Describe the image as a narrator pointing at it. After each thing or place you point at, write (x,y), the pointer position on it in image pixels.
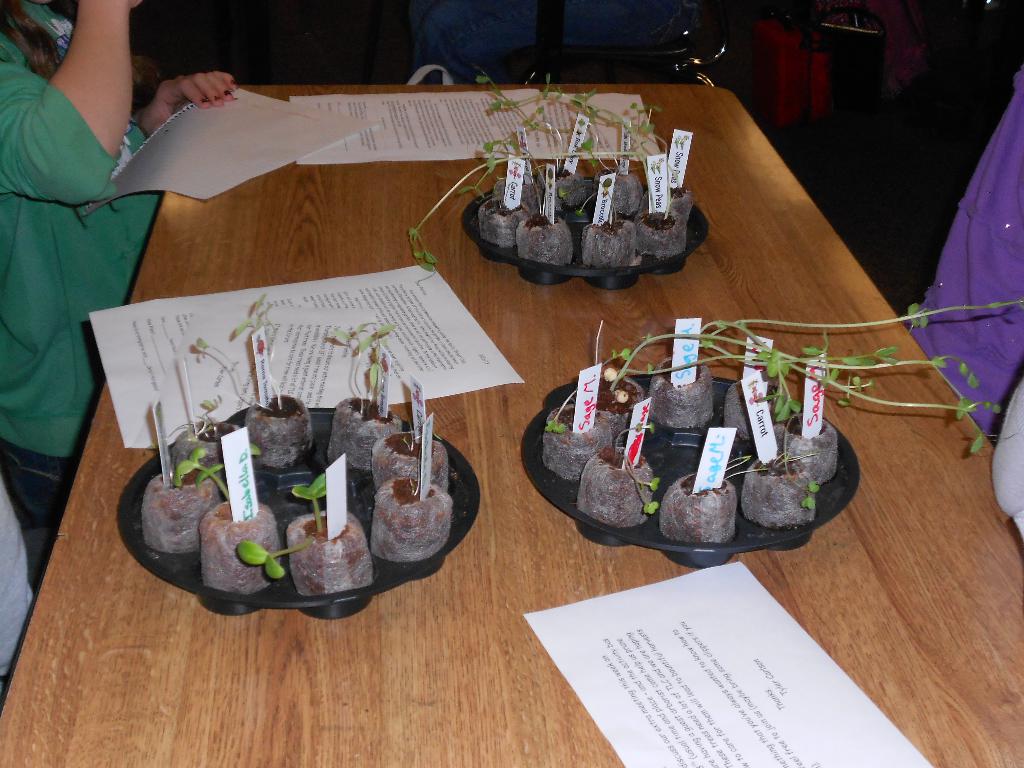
In this picture there is a person (193,99) and we can see papers (405,290), house plants (479,224), boards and objects (390,542) on the table (396,652). In the background of the image (887,102) it is dark and we can see objects (785,43). On the right side of the image (1003,189) can see cloth (1003,380).
